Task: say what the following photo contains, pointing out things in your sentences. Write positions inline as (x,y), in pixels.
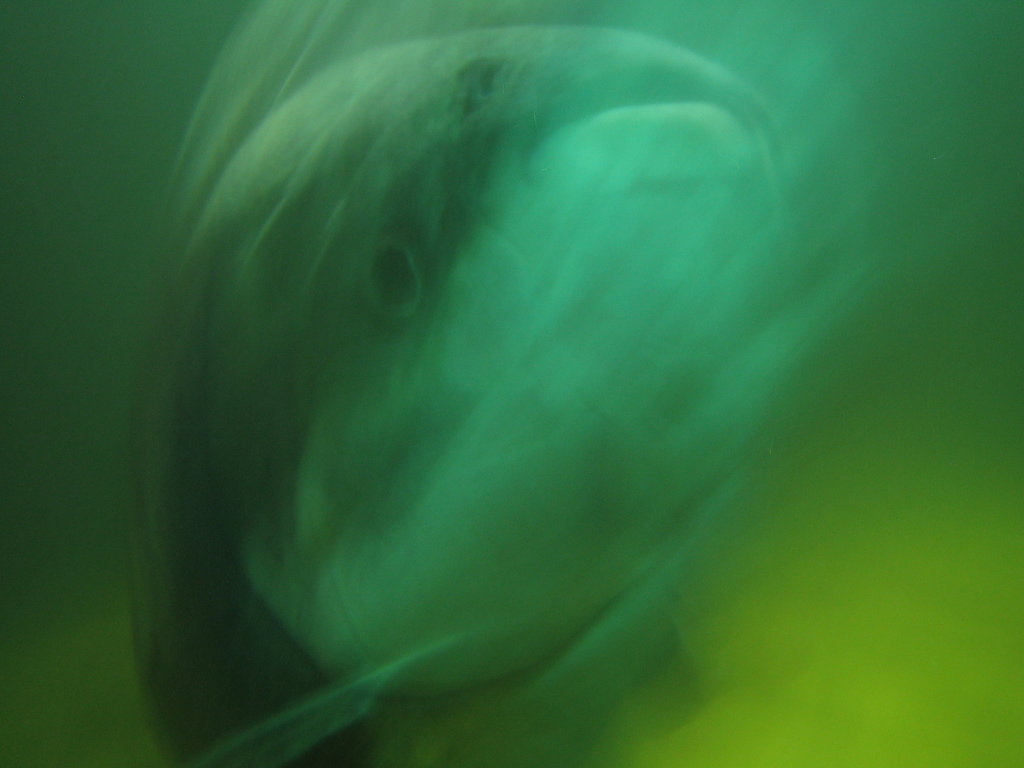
In this picture we can see fish (405,471) in the water (703,549).
